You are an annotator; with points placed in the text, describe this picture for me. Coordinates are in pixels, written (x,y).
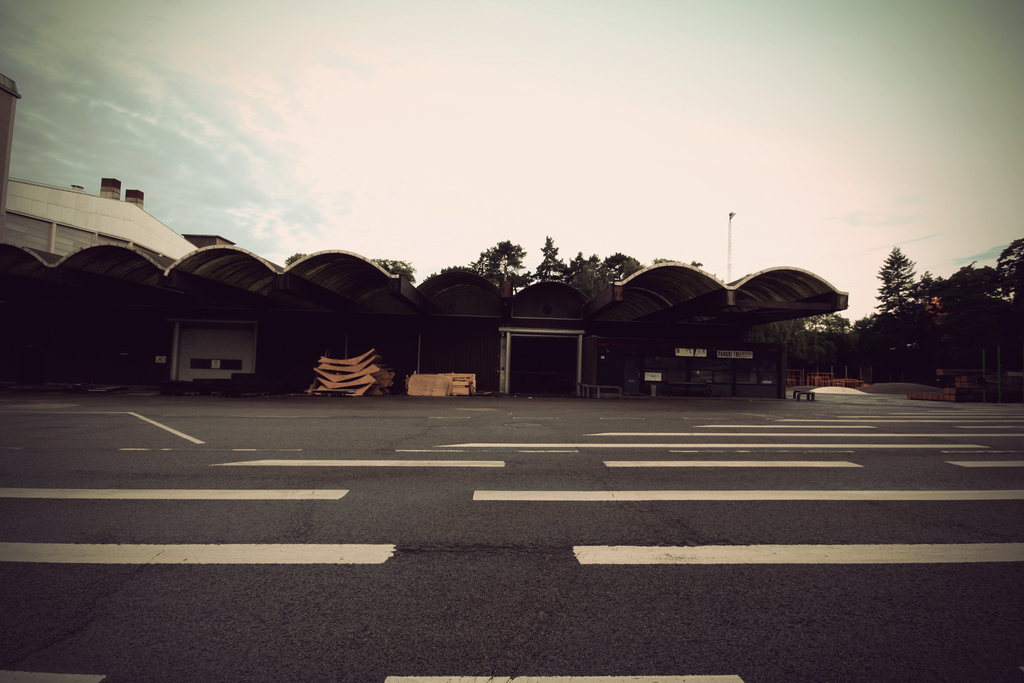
In this picture I can see road (440,404), there are kind of wooden objects (465,382), this is looking like a shed (359,277), there is a building (57,201), there are trees (890,266), and in the background (885,95) there is sky (921,59).
